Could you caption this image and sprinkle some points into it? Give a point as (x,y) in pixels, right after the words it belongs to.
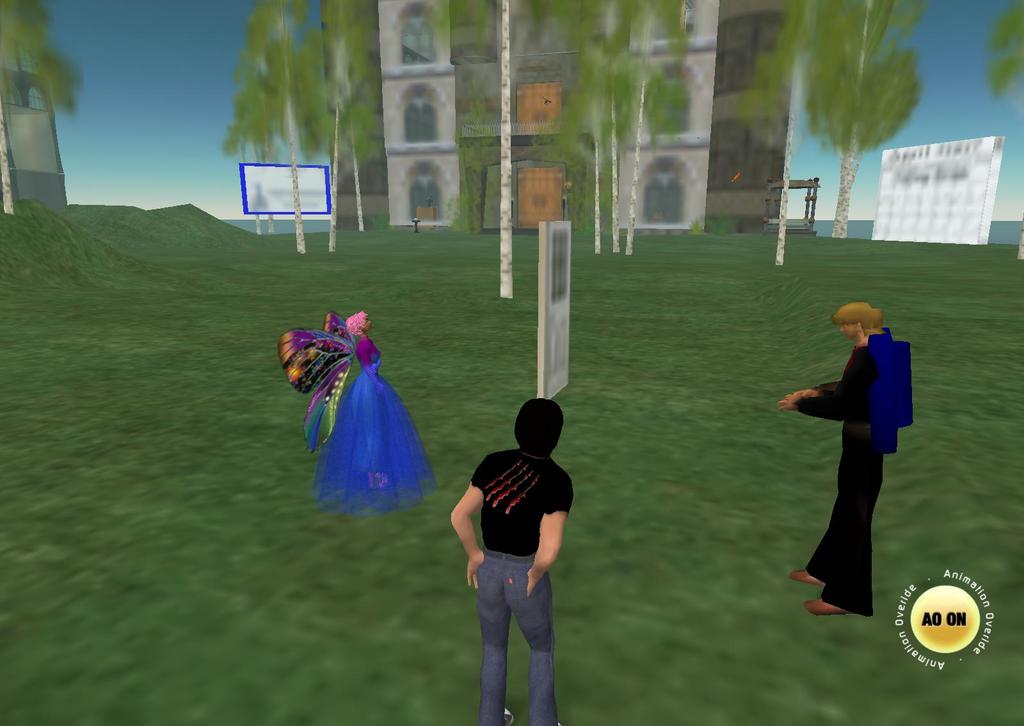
In the image we can see an animated picture, here we can see two men (547,551) and a woman (380,430) standing, wearing clothes (363,433). Here we can see the grass (762,618), the building (755,148), trees (765,80), boards (909,188) and the sky (124,90).
